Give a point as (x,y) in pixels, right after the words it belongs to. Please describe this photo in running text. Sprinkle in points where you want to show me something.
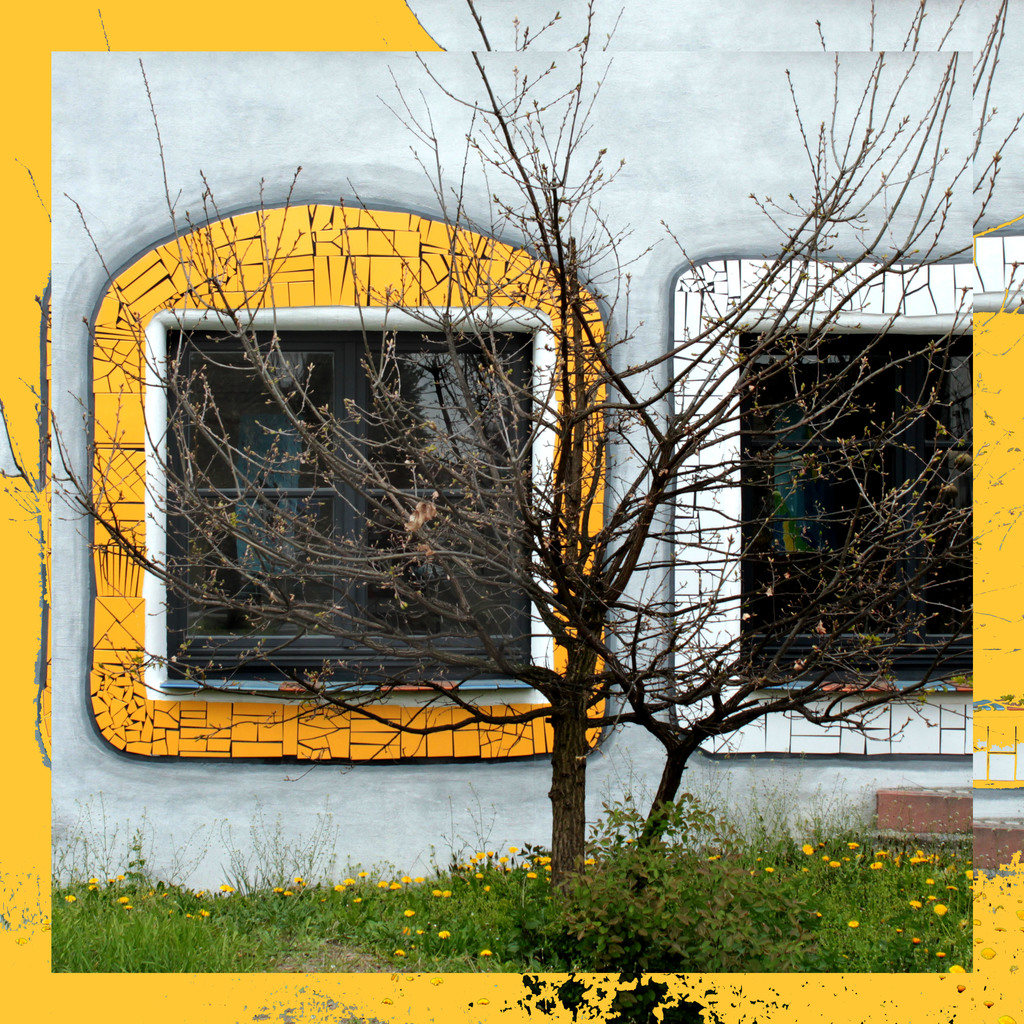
This looks like an edited image. I can see the trees (578,577) with branches (671,565). These are the small plants (853,871) with yellow flowers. I think these are the windows (905,389). This is the wall (679,122).
